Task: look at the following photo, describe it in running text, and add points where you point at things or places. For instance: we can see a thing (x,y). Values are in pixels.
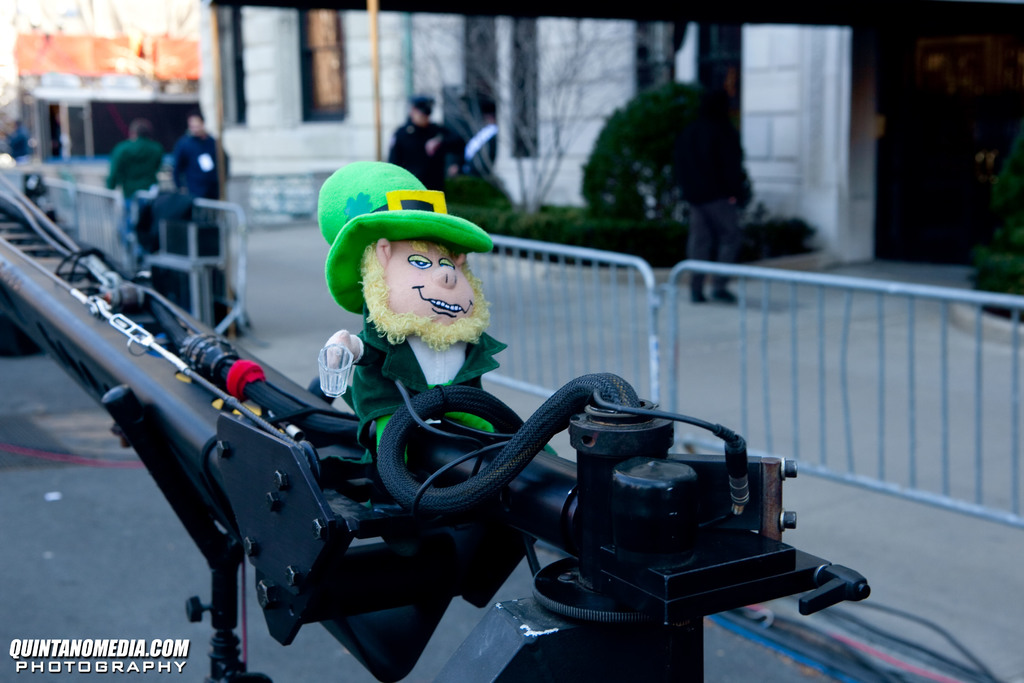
In this picture we can see a doll (375,381) on a crane (163,343), barricades (913,321) and road (10,400). There are people (186,154) and we can see plants (600,181) and tree (1007,224). In the background of the image (40,98) we can see buildings (37,98).
